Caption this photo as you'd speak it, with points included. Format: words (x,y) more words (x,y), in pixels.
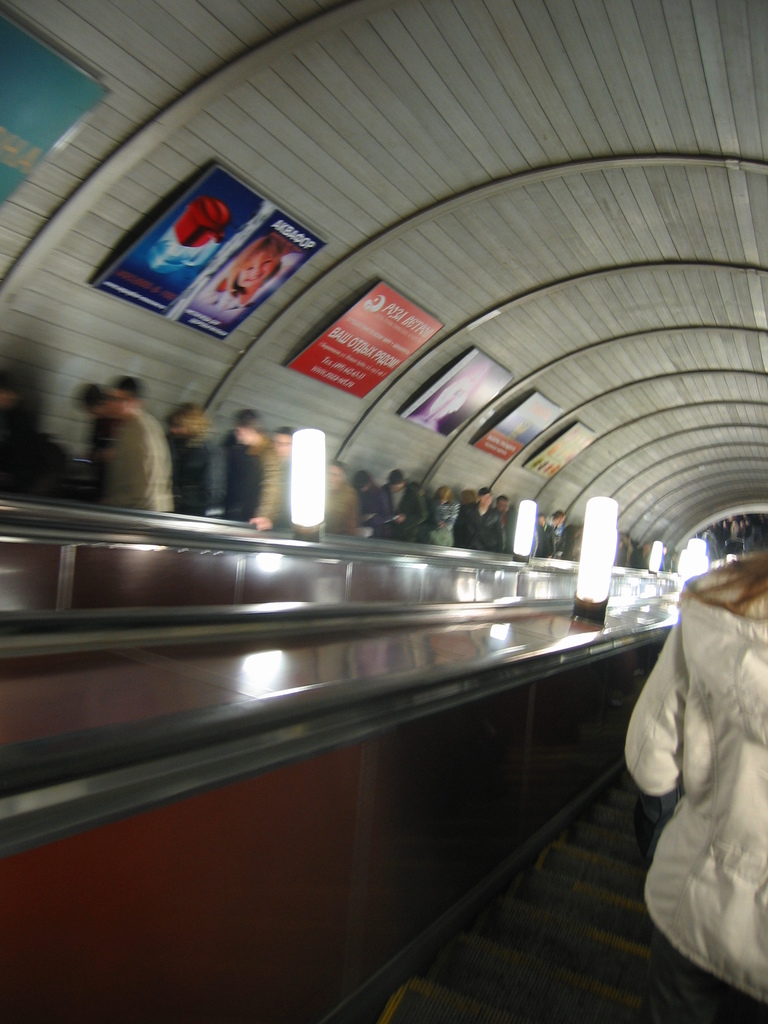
On the right side (707,693), there is a person (707,721). Beside this person (678,639), there are lights (530,507) arranged. In the background (574,534), there are persons (92,441) and there are posters (586,437) attached to the roof (503,67).
